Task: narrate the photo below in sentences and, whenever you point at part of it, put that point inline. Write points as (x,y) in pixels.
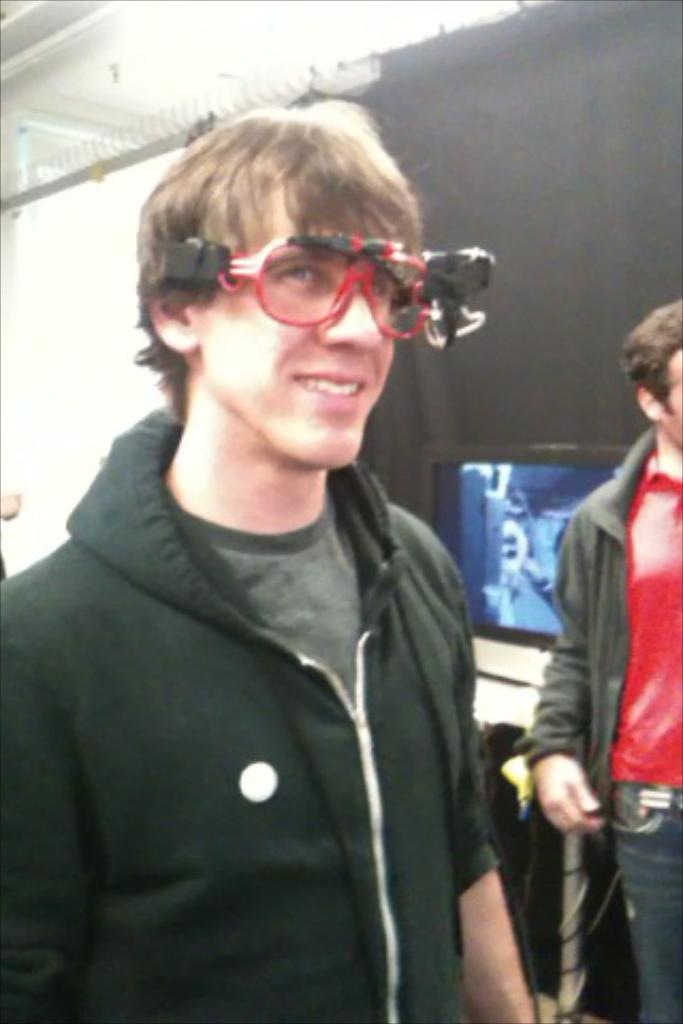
In the image we can see there are two men (665,649) standing, wearing clothes (358,693) and the left side man (305,625) is smiling and wearing spectacles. Here we can see screen (558,524) and black curtains (565,163).
